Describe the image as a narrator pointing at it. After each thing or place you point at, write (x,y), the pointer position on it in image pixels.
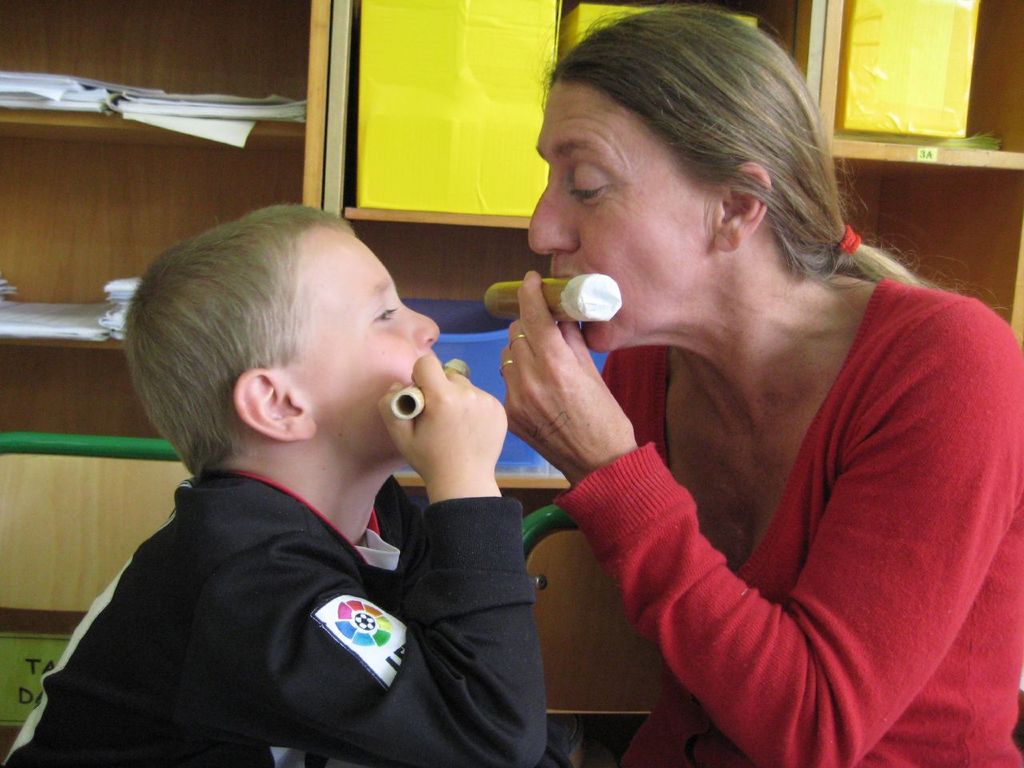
In the picture we can see a woman (752,551) and a boy (86,680) sitting and holding something near the mouth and watching each other faces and in the background (915,107), we can see some racks (996,107) with some papers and some boxes (417,107) which are yellow in color.
